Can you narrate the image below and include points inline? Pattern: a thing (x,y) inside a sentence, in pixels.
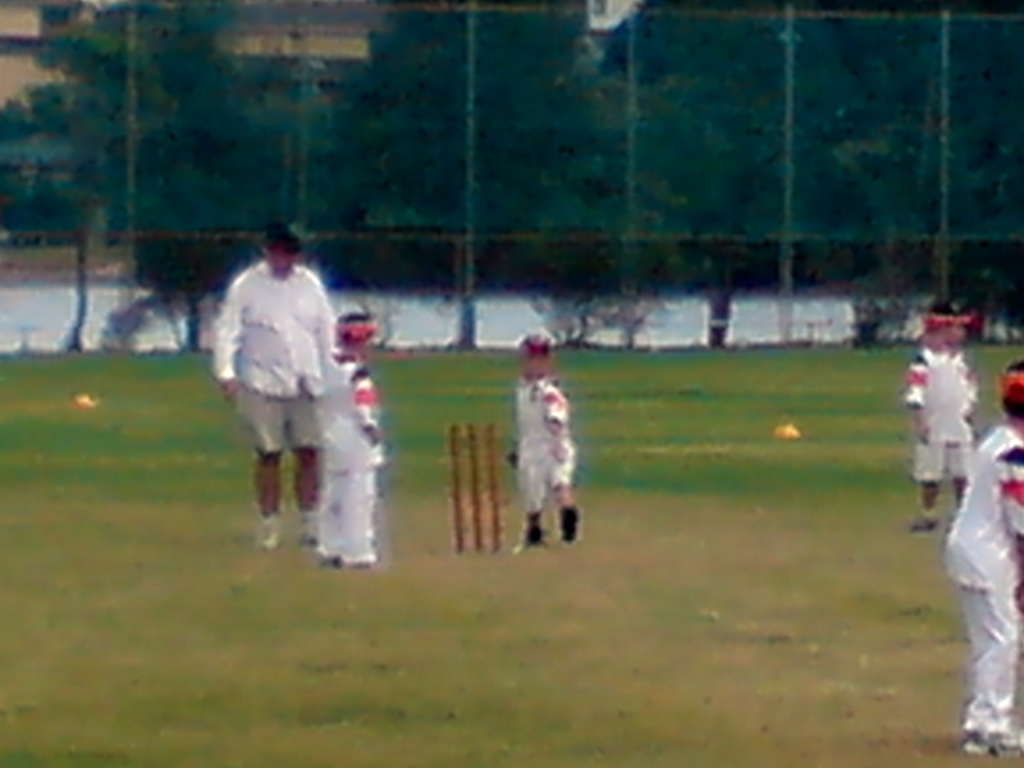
In this picture we can observe some children (554,448) playing cricket in the ground (509,633). There is a person (305,348) standing in this ground (245,496). In the background (472,170) we can observe fence (941,166) and there are some trees (322,145).
